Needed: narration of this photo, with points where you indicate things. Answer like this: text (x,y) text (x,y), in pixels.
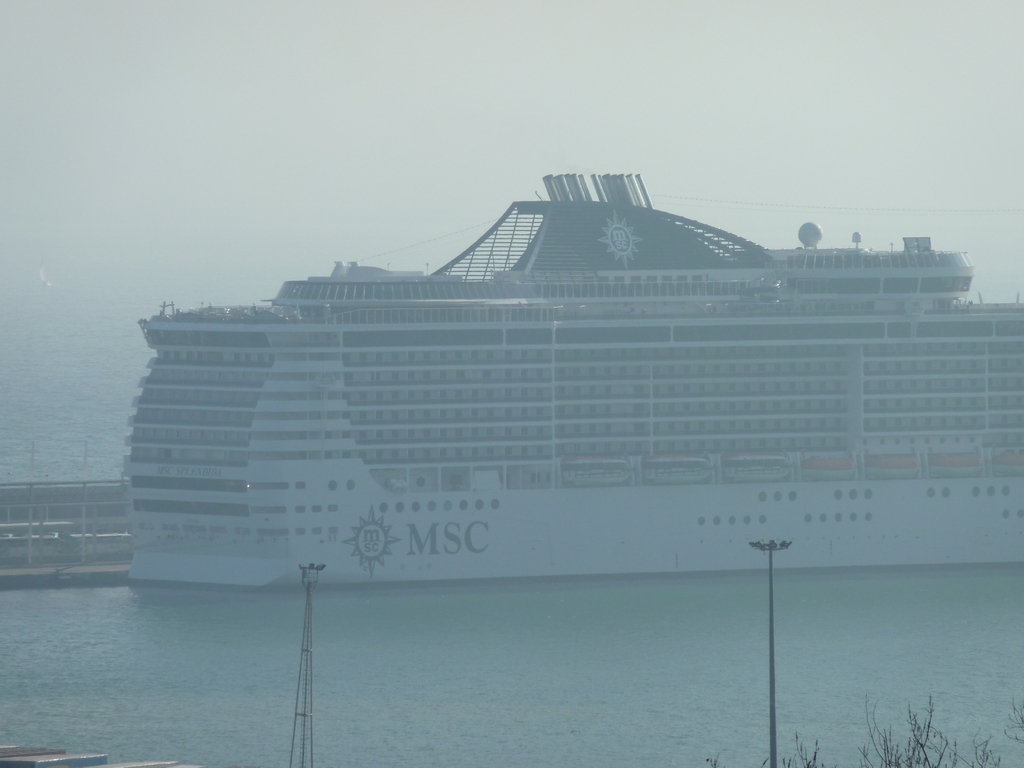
It is a very big ship (512,476) which is in white color in the sea (603,592). At the top (351,168) it is a sky (353,146).
